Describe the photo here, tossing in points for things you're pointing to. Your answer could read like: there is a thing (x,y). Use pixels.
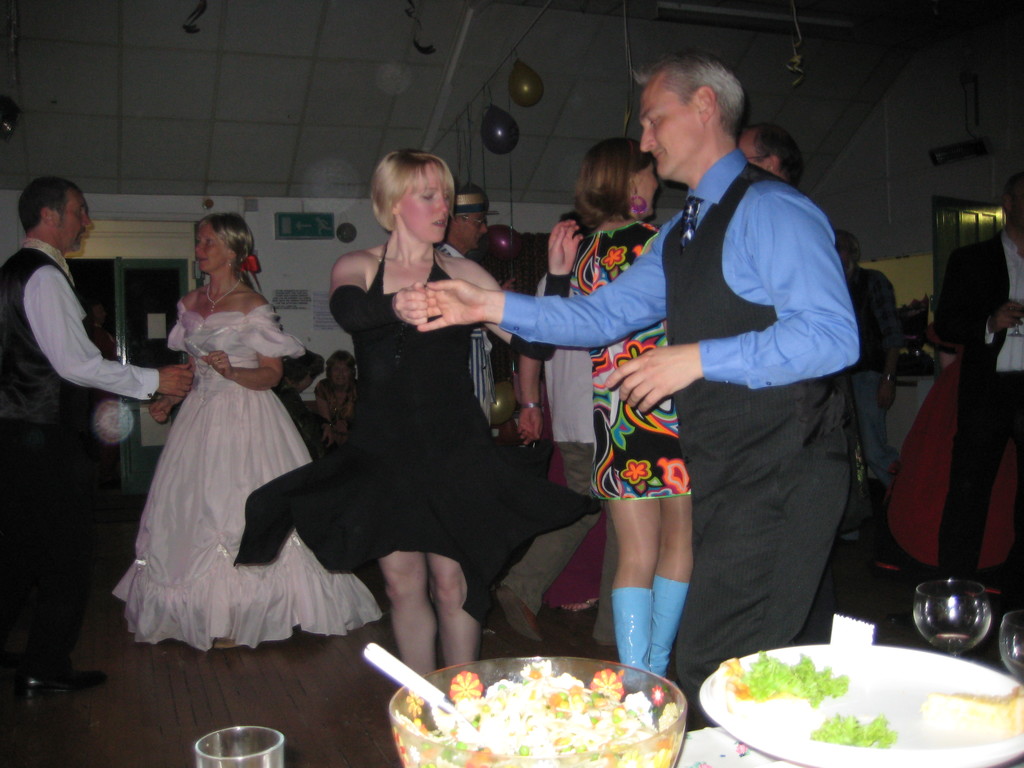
In this image we can see people (396,242), balloon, signboard (300,218), doors (124,317), plate (908,710), bowl (594,691), glasses (1004,640), food (496,707) and posters (323,310). Posters (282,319) are on the wall (299,317).
